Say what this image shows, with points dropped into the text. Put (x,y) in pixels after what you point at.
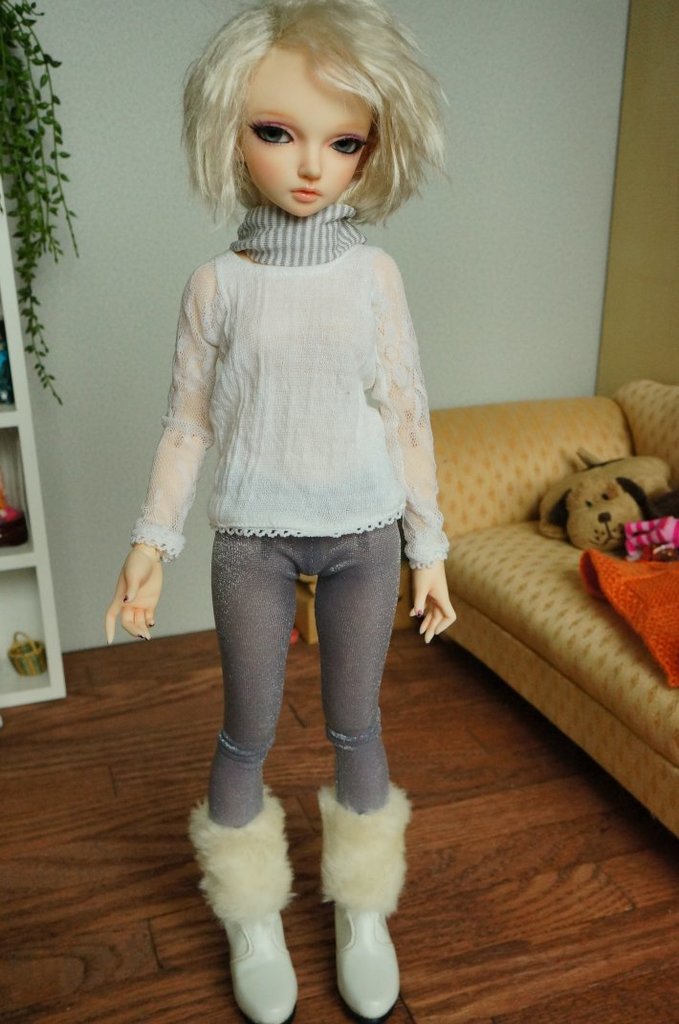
In this image there is a doll (247,347), and at the background (587,493) there is a toy (578,490), clothes (636,568) on the couch (574,712), some objects (15,657) in the racks (18,465), wall (74,584), plant (39,98).
